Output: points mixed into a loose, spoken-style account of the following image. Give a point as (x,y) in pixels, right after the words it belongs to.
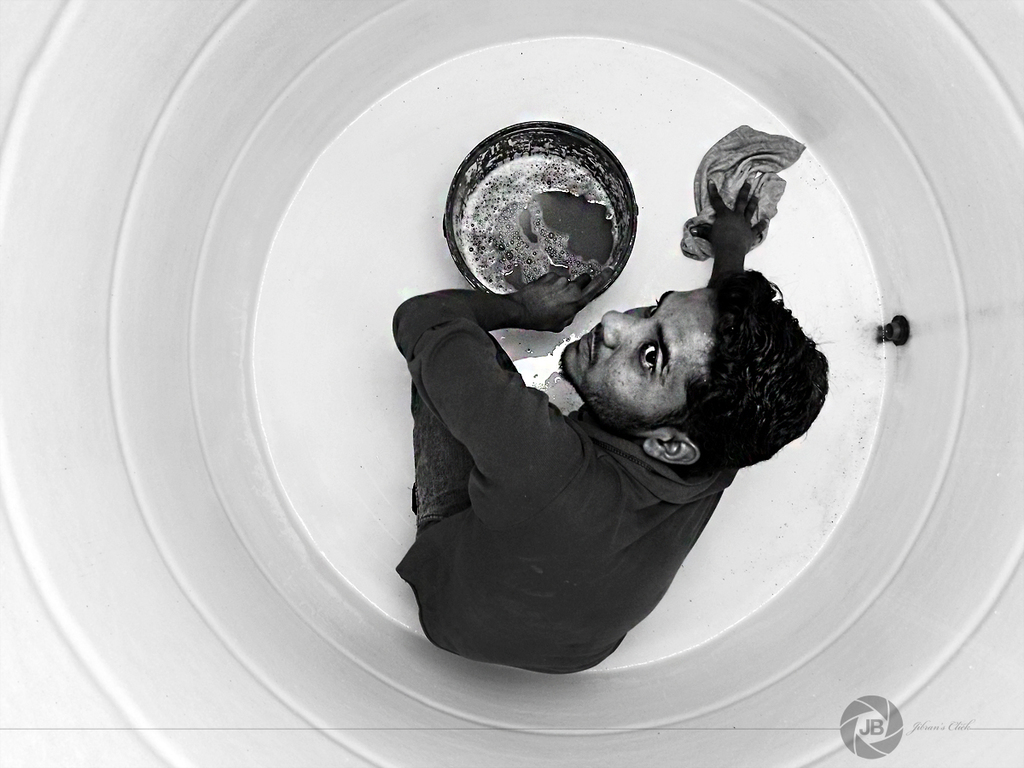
In this picture we can see an inside view of a tank (223,162), there is a man (748,335) sitting in the tank (645,216), we can also see a bucket (631,213) and a cloth (781,158), there is some water (583,231) in the bucket (574,229).
